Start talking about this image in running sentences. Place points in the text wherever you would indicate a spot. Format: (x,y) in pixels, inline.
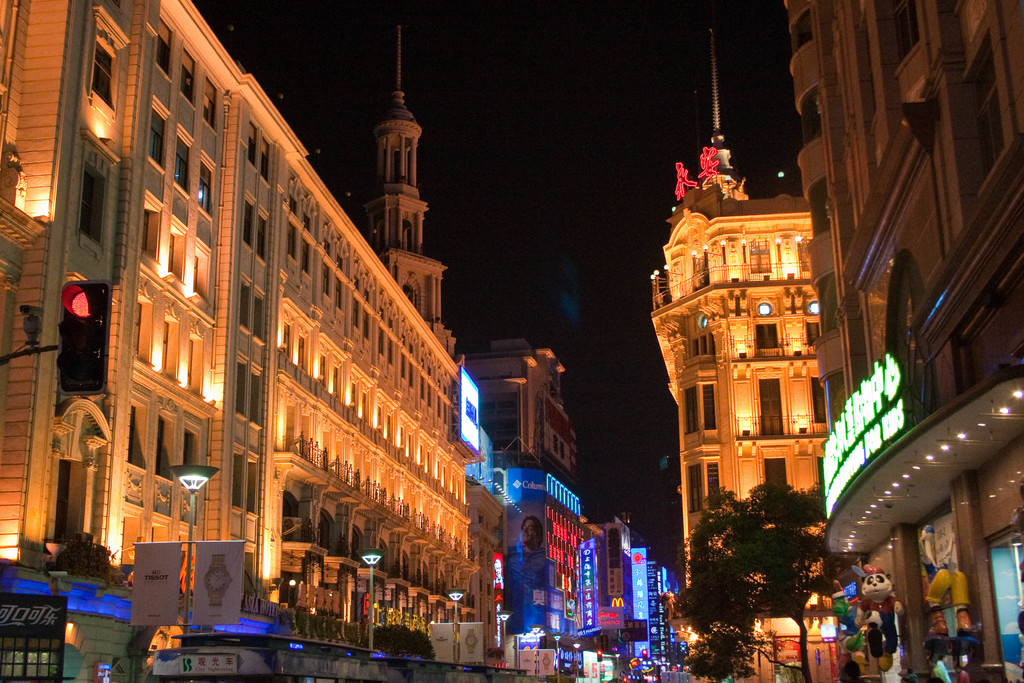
In this picture I can observe buildings (408,405). On the right side (733,593) I can observe a tree (783,561). In the background (537,177) there is sky (532,94) which is completely dark.
